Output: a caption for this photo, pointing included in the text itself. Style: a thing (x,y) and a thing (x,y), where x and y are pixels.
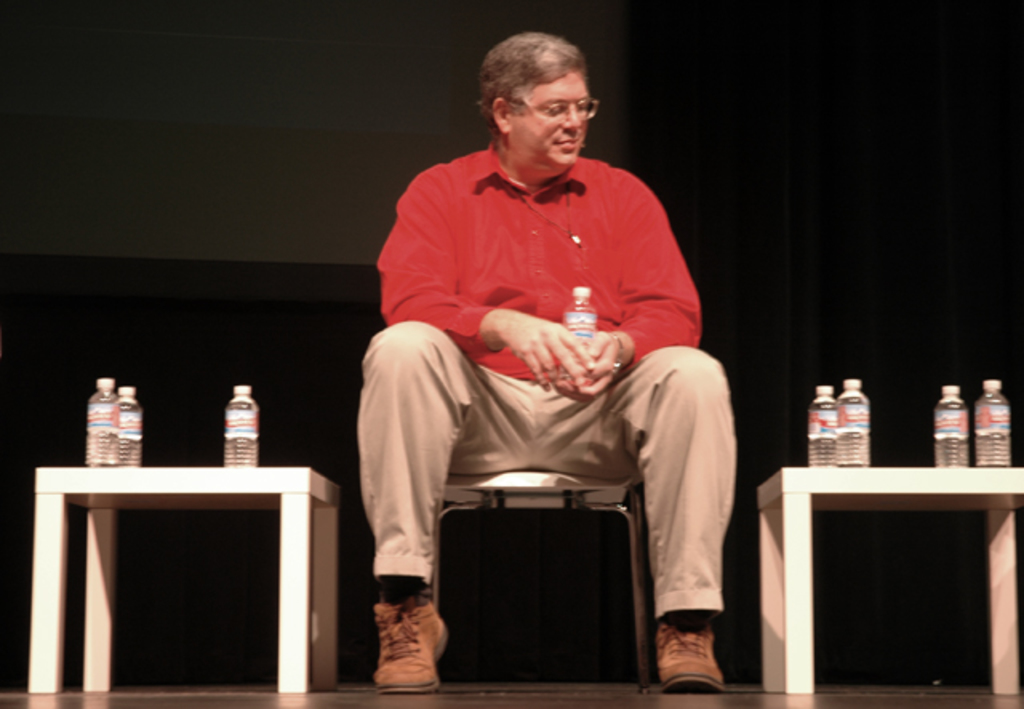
As we can see in the image there are tables (47,568) and a man (667,444) sitting on chair (624,502). On tables (147,507) there are bottles (939,427).
